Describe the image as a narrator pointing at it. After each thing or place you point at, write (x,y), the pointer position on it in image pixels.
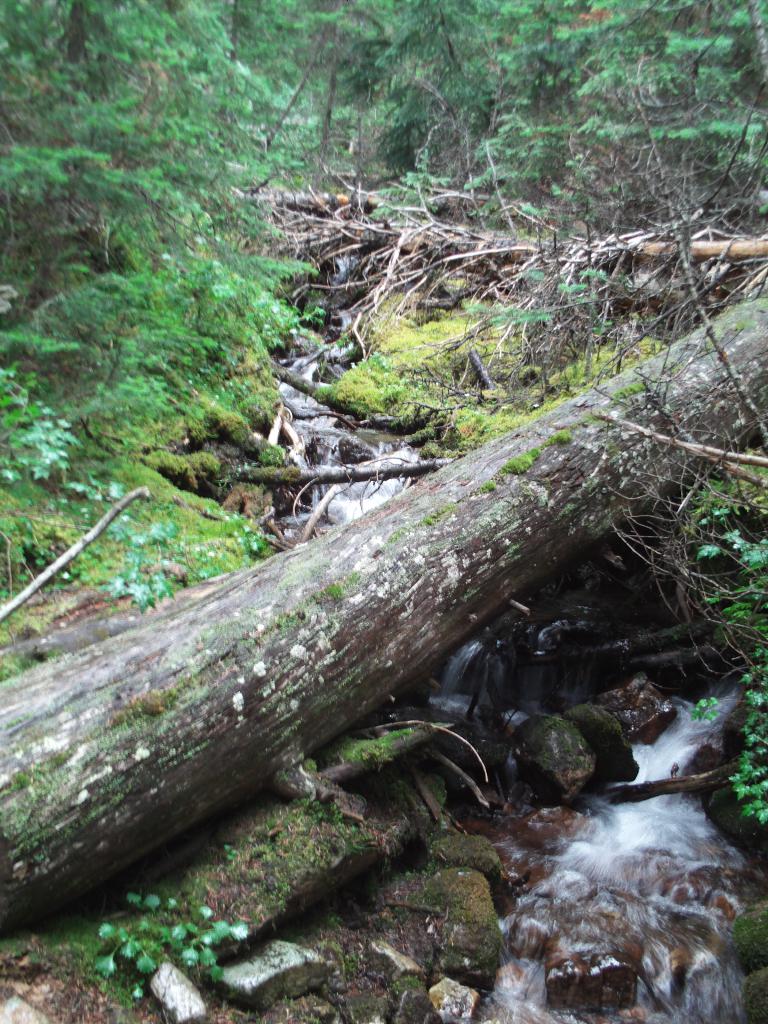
In this picture there is a log (495,547) in the center of the image (325,545) and there is water fall (535,845) at the bottom side of the image (711,903) and there is greenery (107,55) around the area of the image.
